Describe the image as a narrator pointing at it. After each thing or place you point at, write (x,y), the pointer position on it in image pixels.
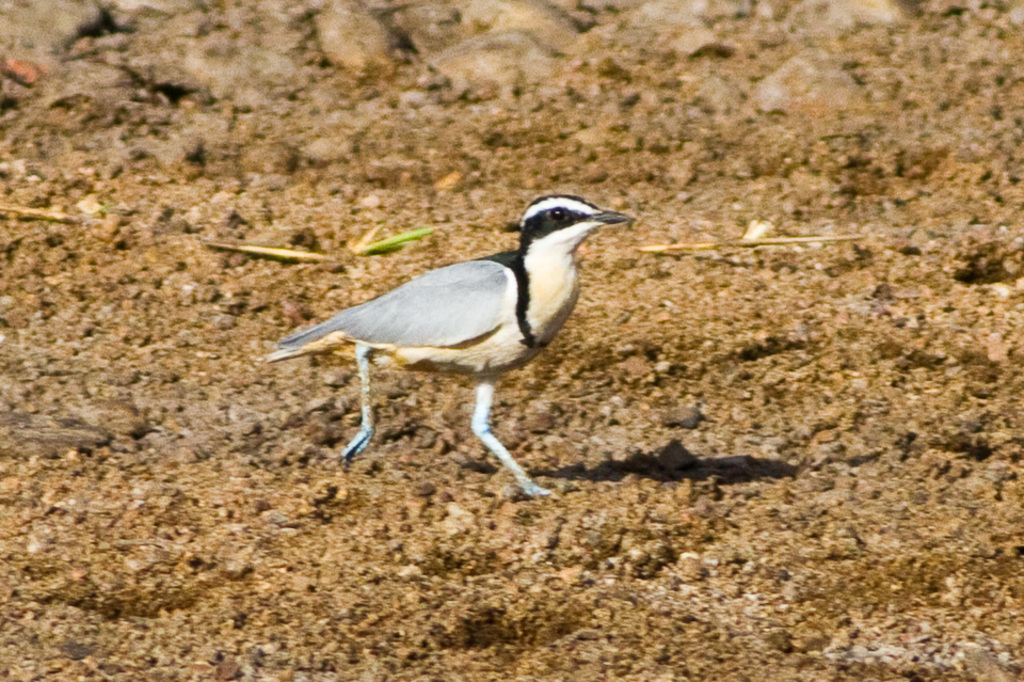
In this image in the center (402,347) there is one bird (396,324), and at the bottom (567,576) there is sand (180,304) and some small stones (161,322).
